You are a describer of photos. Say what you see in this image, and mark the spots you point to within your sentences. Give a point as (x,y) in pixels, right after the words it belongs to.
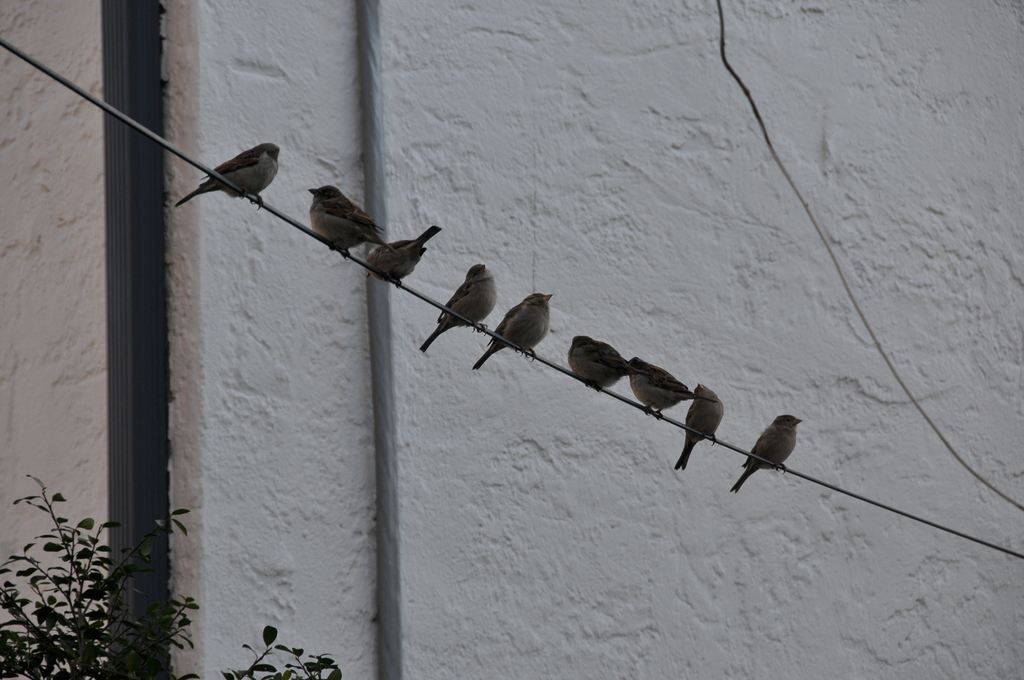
In this image I can see few birds (590,356) on the wire (798,476) and the birds (324,207) are in brown and cream color. Background (497,444) I can see few plants (86,519) in green color and the wall (447,441) is in white color.
